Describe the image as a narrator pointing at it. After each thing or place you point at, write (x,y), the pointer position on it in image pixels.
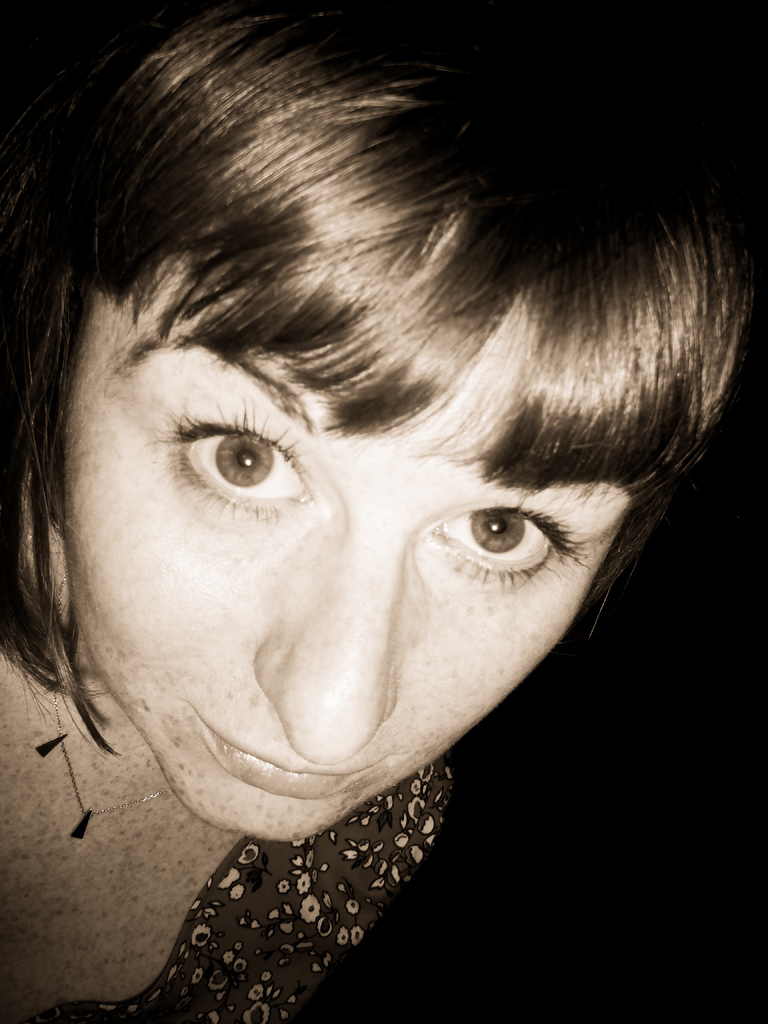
This image is a black and white image. In this image the background (720,701) is dark. On the left side of the image (220,754) there is a woman (253,854).
